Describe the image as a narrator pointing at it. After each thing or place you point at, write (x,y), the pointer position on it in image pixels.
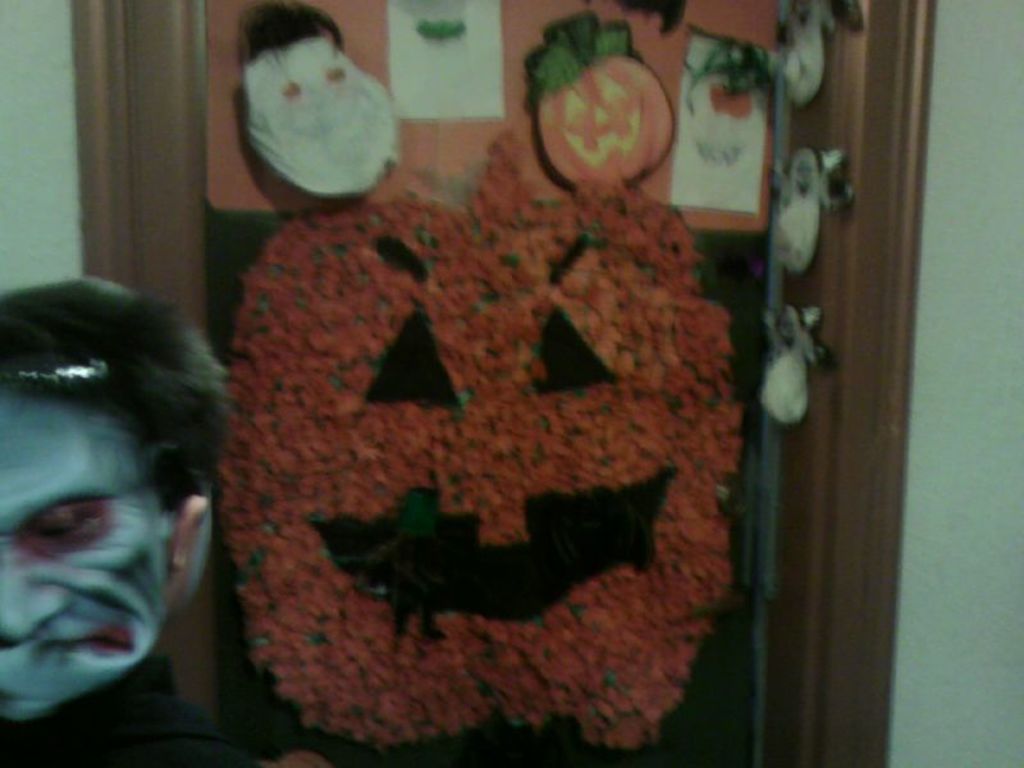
On the left side of the image (120,548) we can see one person (177,557). Beside him, we can see one mask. In the background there is a wall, banners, pumpkin symbols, which is made with papers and a few other objects (731,157).
